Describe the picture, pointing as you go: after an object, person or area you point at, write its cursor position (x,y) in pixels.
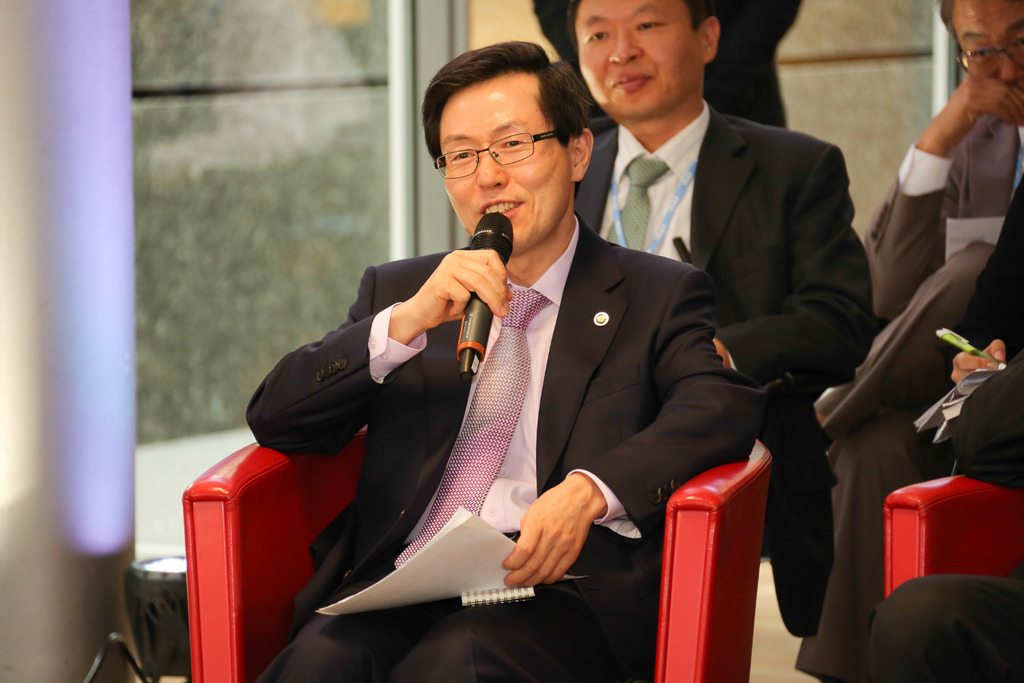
In the image we can see there is a man (620,472) who is sitting on chair (685,570) and behind there are few people (1023,234) who are sitting and the man (480,284) in front (485,270) is holding mic (496,243) in his hand (494,258).
